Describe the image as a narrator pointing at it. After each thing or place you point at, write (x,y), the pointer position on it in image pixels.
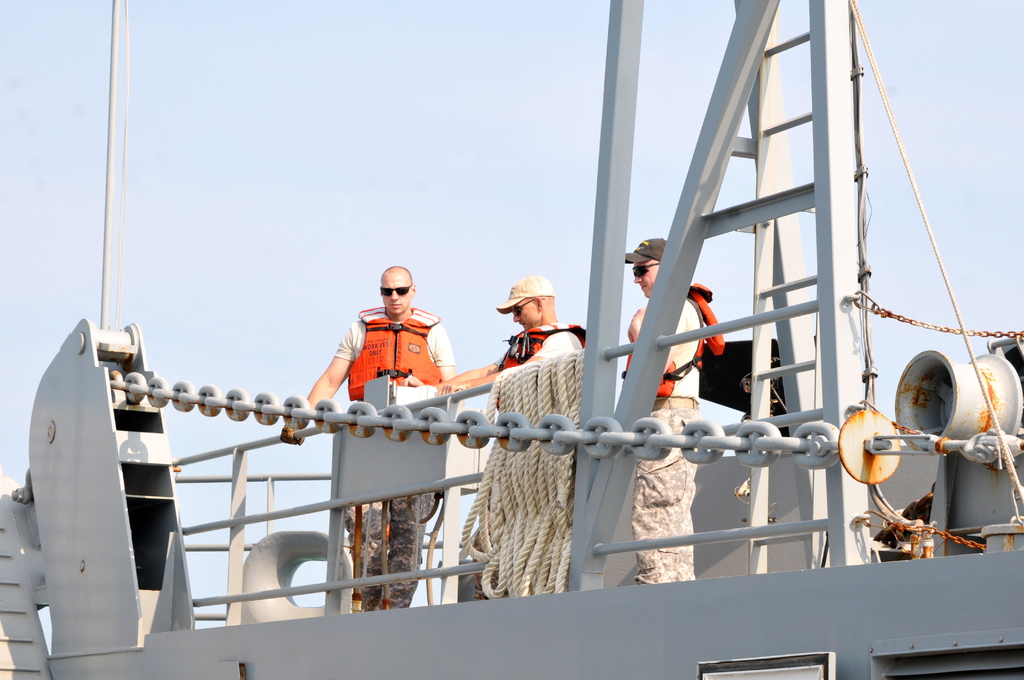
In this picture we can see few people (462,376) on the ship (617,306), few people (529,317) wore caps (509,303), beside to them we can see metal rods (764,283), rope (503,391) and a chain (511,430).
